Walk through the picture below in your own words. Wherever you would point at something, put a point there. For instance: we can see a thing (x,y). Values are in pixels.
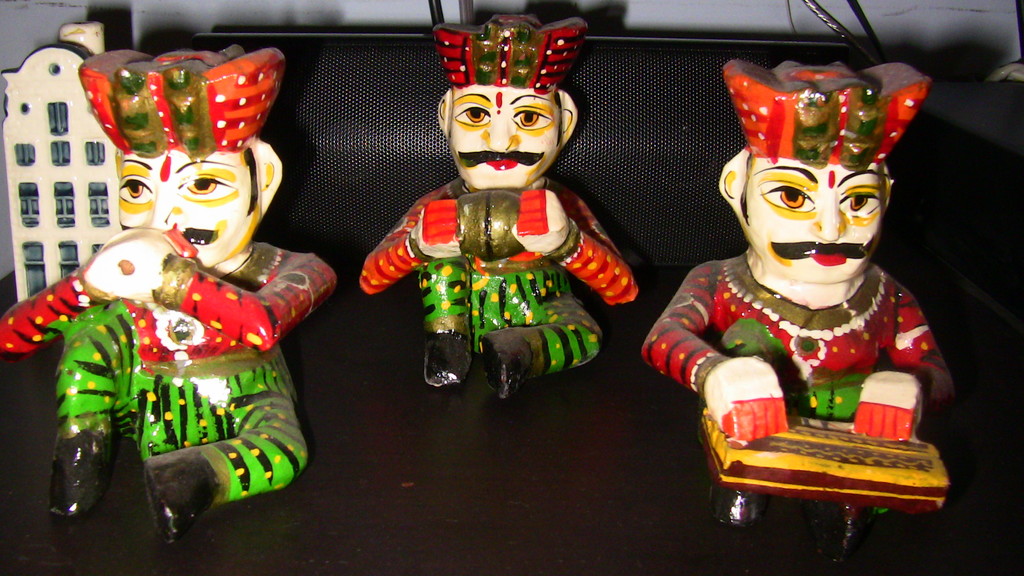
Here in this picture we can see some dolls (236,271) present on the table (334,342) over there.
